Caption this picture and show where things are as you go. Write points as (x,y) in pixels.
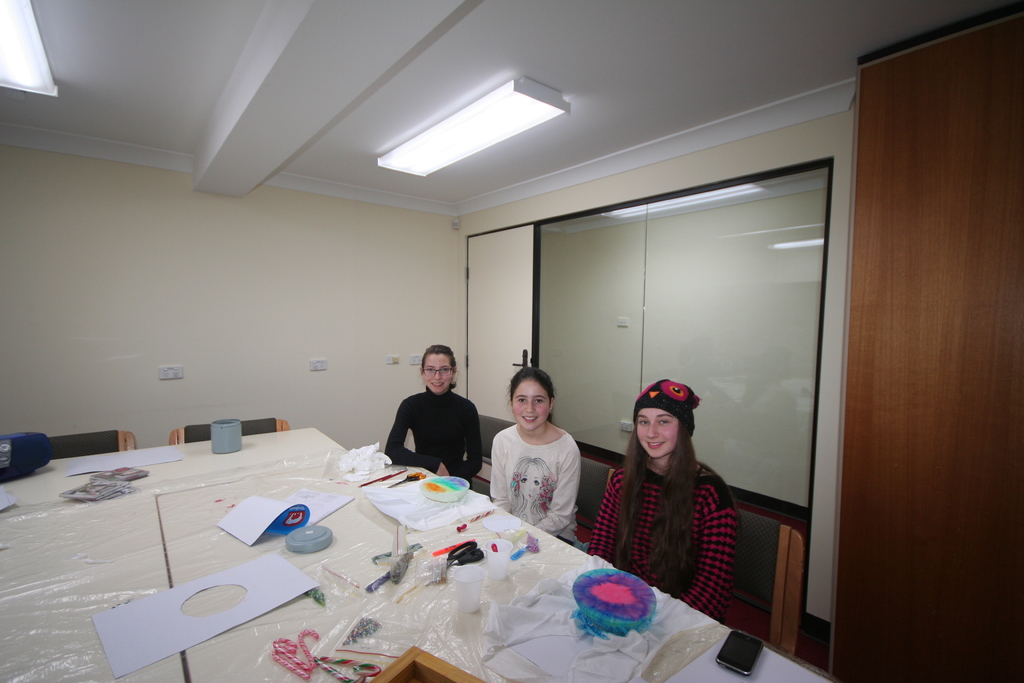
In this picture there is a craft room (406,516) in which 3 woman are sitting in the chair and they are smiling and there is a table (1,516) in which there are bowl (584,585), a cloth (440,520), scissor (480,556), cup (469,569), napkin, a rope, paper (279,556), chair (181,435) and at the back ground (566,106) there is a ceiling light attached to the ceiling (593,124) and the door (518,326) with the door handle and a switch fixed to the wall (298,400).
